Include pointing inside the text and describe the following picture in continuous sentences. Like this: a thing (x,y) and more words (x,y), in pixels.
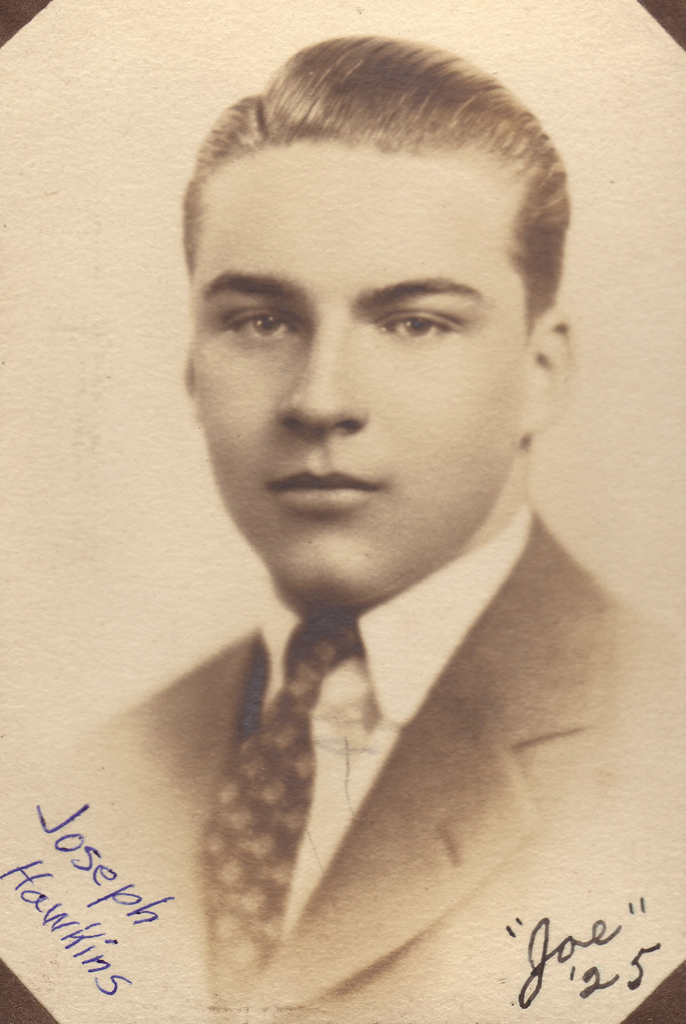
In the image there is a man image (522,483) with jacket (539,689), shirt (317,787) and tie (209,855). And on the image there is something written on it.
